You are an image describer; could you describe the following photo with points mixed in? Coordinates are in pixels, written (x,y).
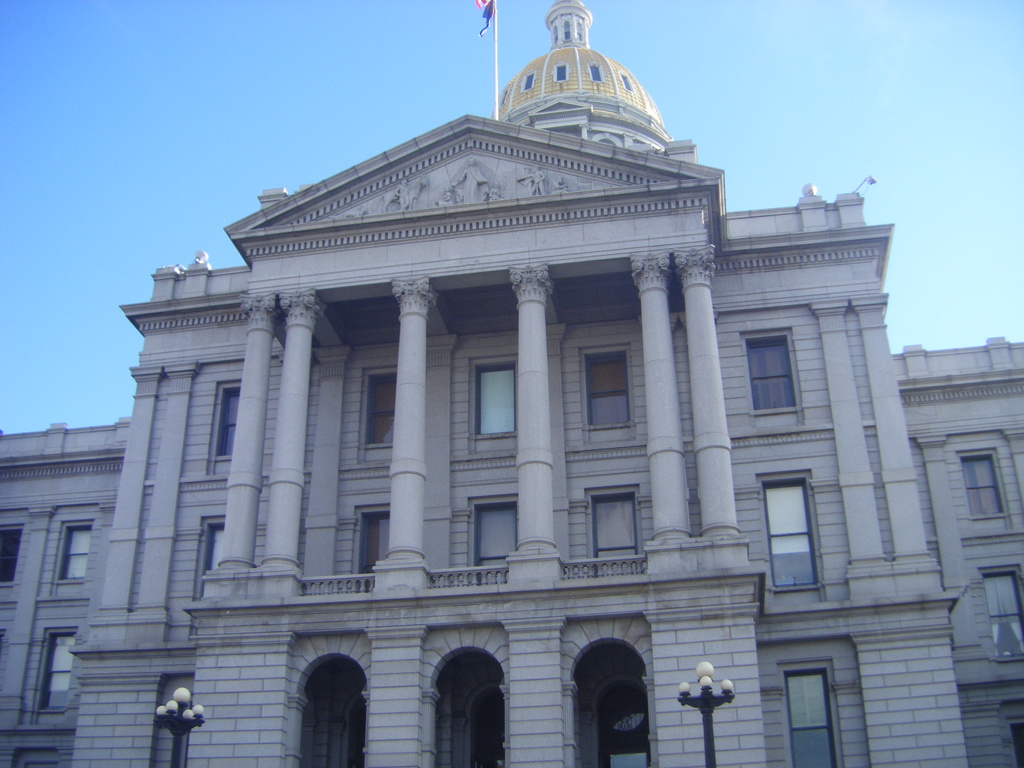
In the picture I can see a white color building (452,609) which has a flag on it. I can also see street lights (189,721) and the sky (936,81) in the background (469,92).
